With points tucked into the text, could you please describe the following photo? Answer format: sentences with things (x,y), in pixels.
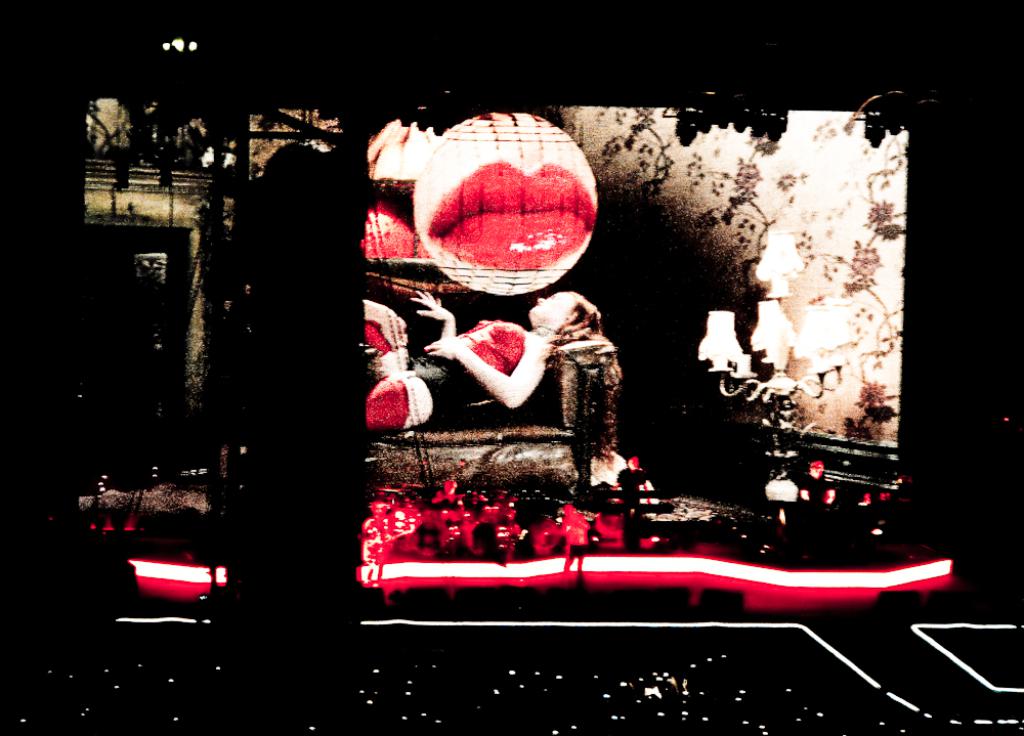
Here in this picture we can see a digital screen (153,159) with something projected on it, as we can see a woman (438,381) lying on a sofa (538,423) and we can see people (578,533) standing on the stage (538,579) and in front of them we can see lights (606,694) present.
